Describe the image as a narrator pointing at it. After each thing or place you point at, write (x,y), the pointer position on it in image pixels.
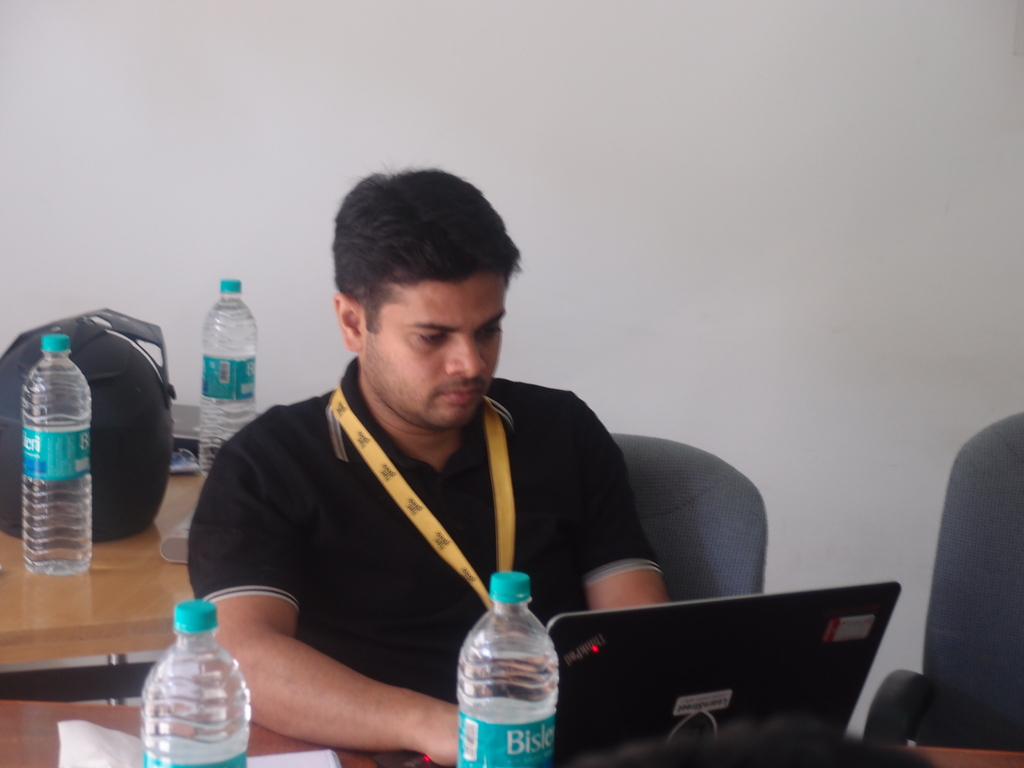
In the middle (471,496), man (490,536) is sitting on the chair (700,521) and staring towards laptop (698,681), i think he is doing some work. To the left (107,602) there is a table (118,625) on that table (111,574) there is a bottle (80,441), helmet (125,405) and some other items (172,540).
